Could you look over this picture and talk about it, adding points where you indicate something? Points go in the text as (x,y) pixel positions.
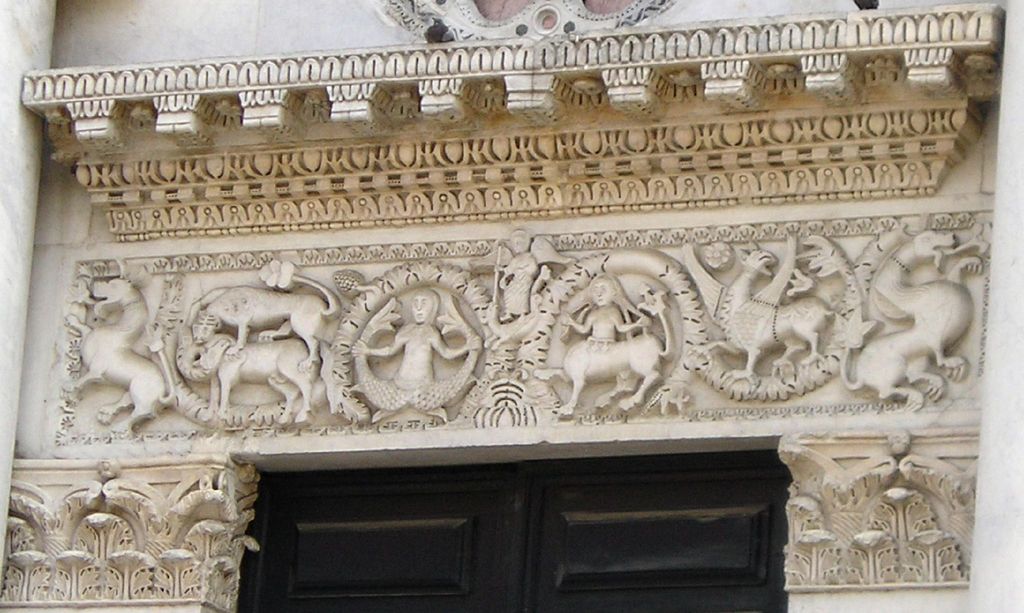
This picture shows a building (99,303) and we see sculpture (452,295) on the wall (470,452) and a wooden door (376,568).
